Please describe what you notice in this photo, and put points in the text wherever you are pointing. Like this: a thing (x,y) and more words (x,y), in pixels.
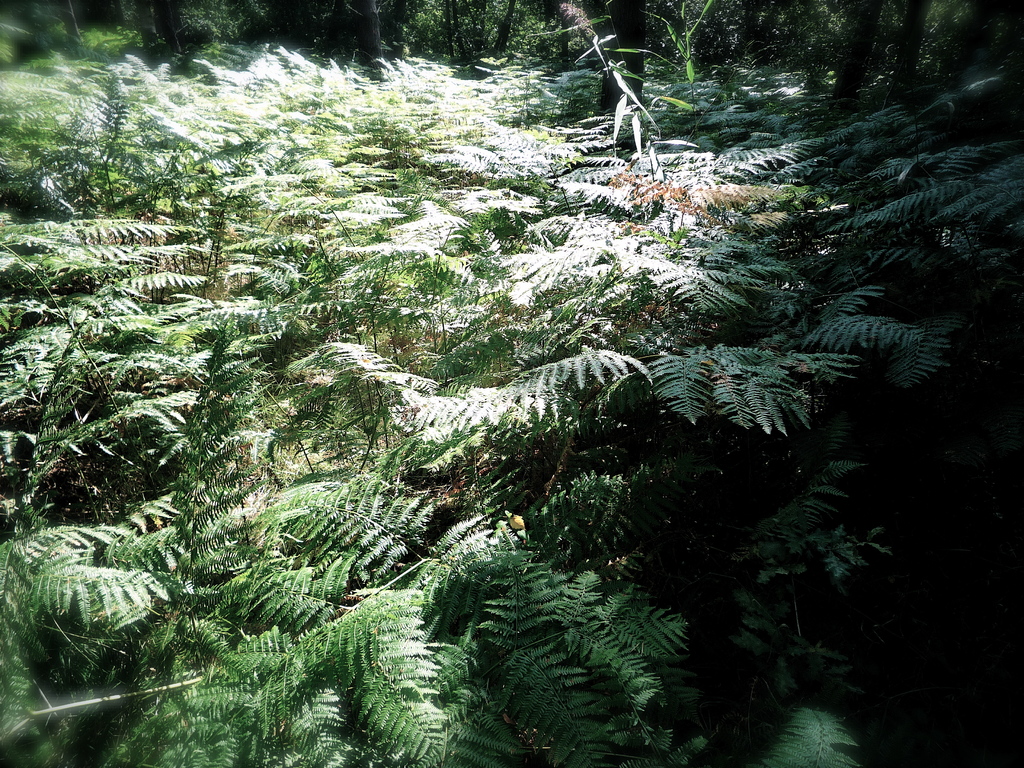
In this picture we can see so many trees (797,64).
